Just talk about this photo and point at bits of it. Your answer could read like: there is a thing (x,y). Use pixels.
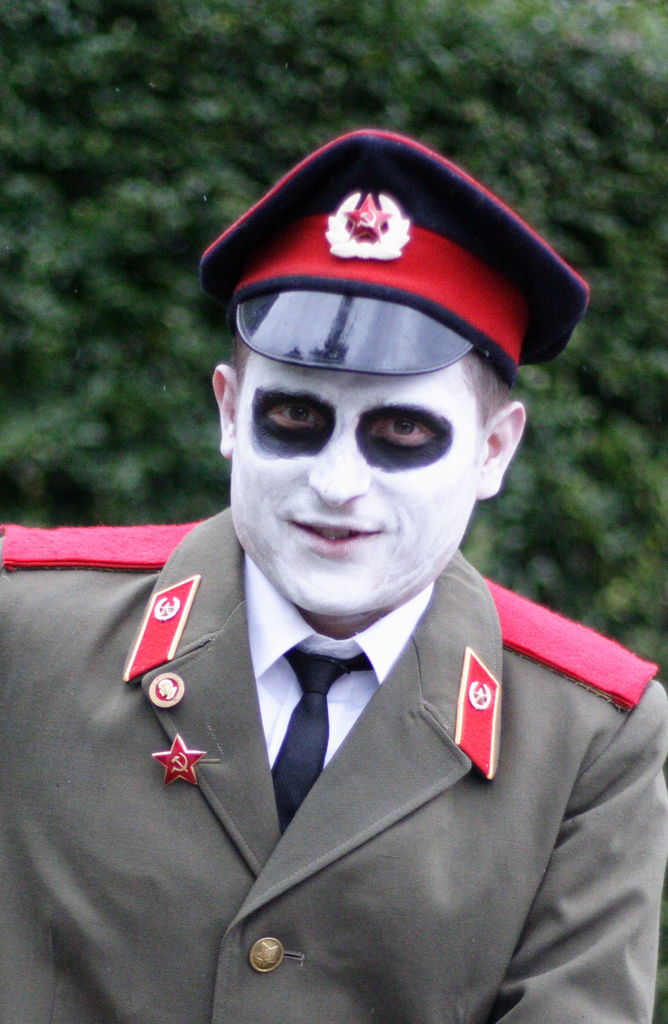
As we can see in the image in the front (430,384) there is a man (428,244) and in the background (199,252) there is a tree (192,291).
